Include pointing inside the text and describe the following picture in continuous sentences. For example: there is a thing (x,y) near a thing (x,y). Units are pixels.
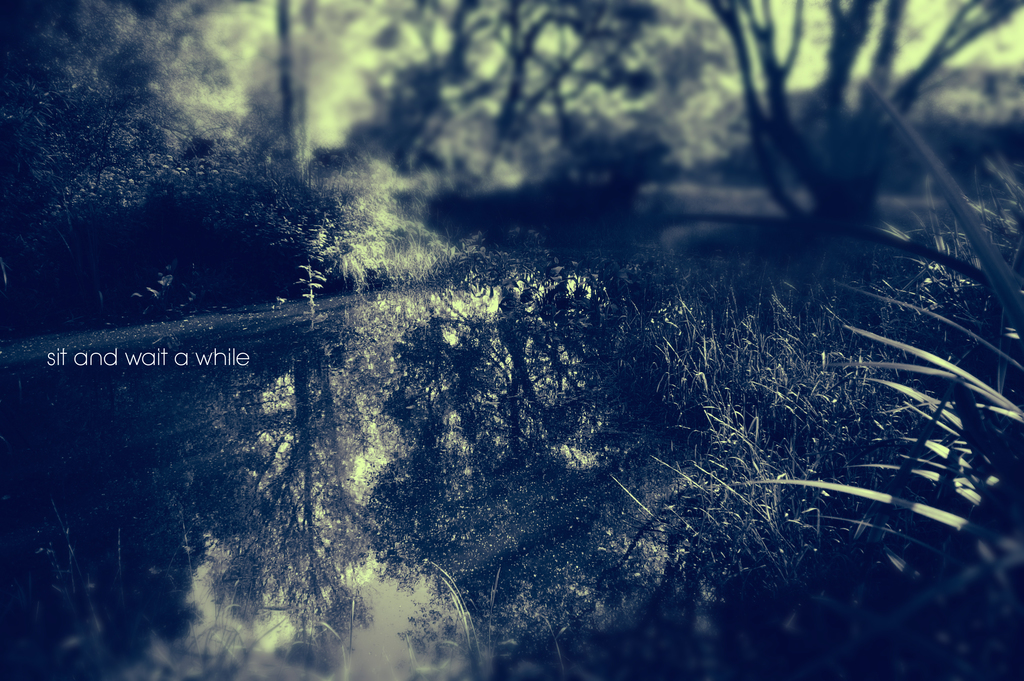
In the picture I can see the water (369,459) on the left side (180,414). I can see the trees (171,247) on the left side (191,129) and right side (844,190) as well. I can see small plants (803,496) on the right side (822,473).
